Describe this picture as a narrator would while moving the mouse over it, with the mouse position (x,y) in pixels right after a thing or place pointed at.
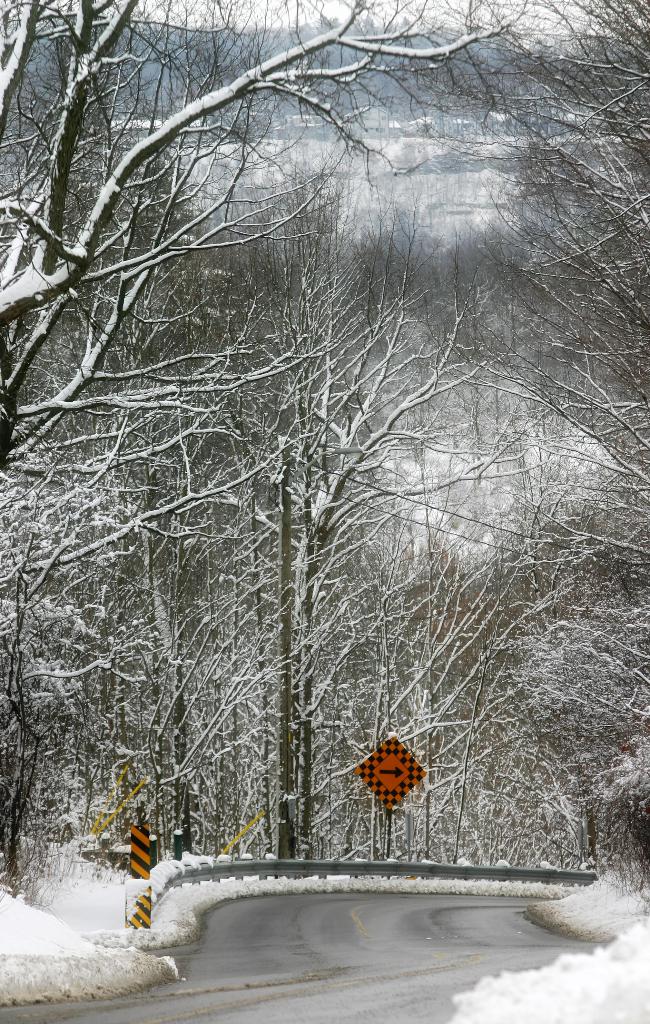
In this picture I can observe a road (309,985). There is some snow (4,933) on either sides of the road (145,1006). In the background (246,591) there are some trees (379,284).
